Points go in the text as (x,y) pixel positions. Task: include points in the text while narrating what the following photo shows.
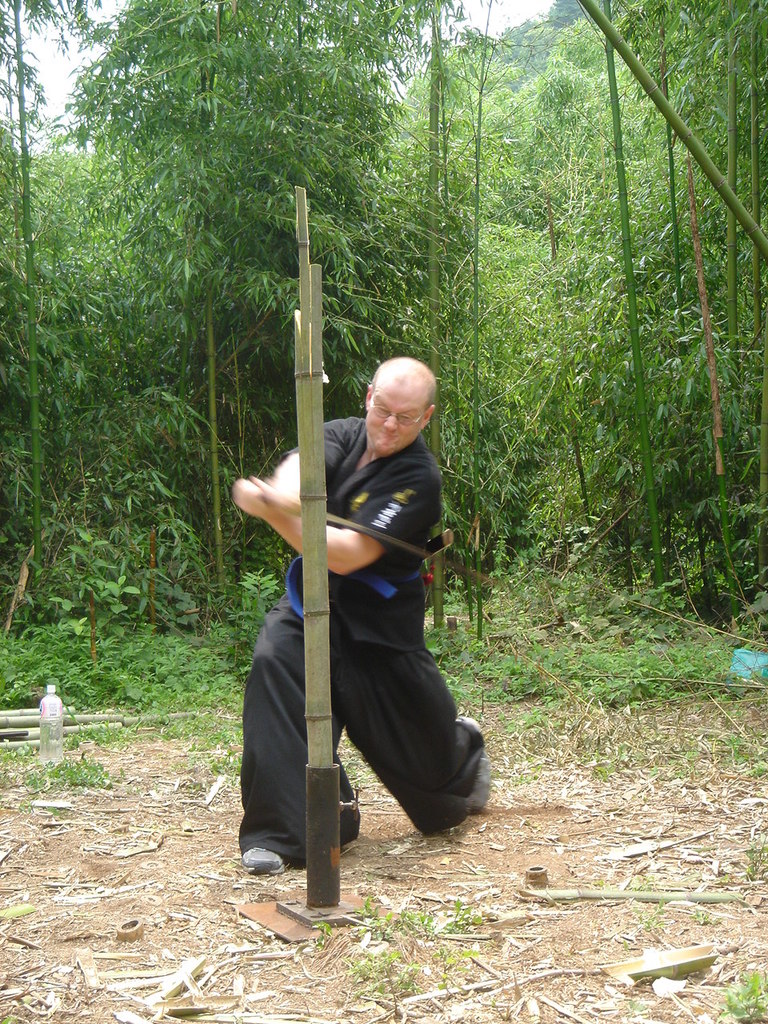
In the picture we can see a man (401,447) standing and he is in martial arts dress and he is holding a sword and cutting a bamboo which is on the path (620,794) and behind them we can see some plants (746,464) and bamboo trees (530,351) and some part of the sky (62,90).
